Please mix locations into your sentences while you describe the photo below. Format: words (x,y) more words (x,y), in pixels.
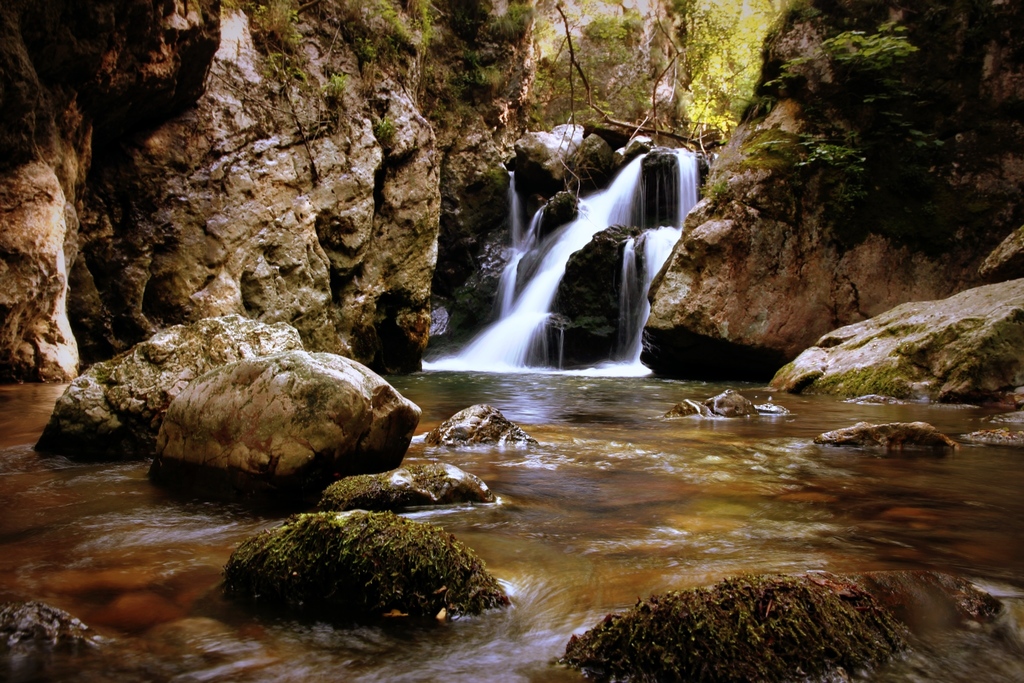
In this image I can see the water (578,522) and few rocks (390,525) in the water (599,522) and in the background (359,340) I can see the waterfall (531,251), few huge rocks (532,172) and few trees (706,88).
